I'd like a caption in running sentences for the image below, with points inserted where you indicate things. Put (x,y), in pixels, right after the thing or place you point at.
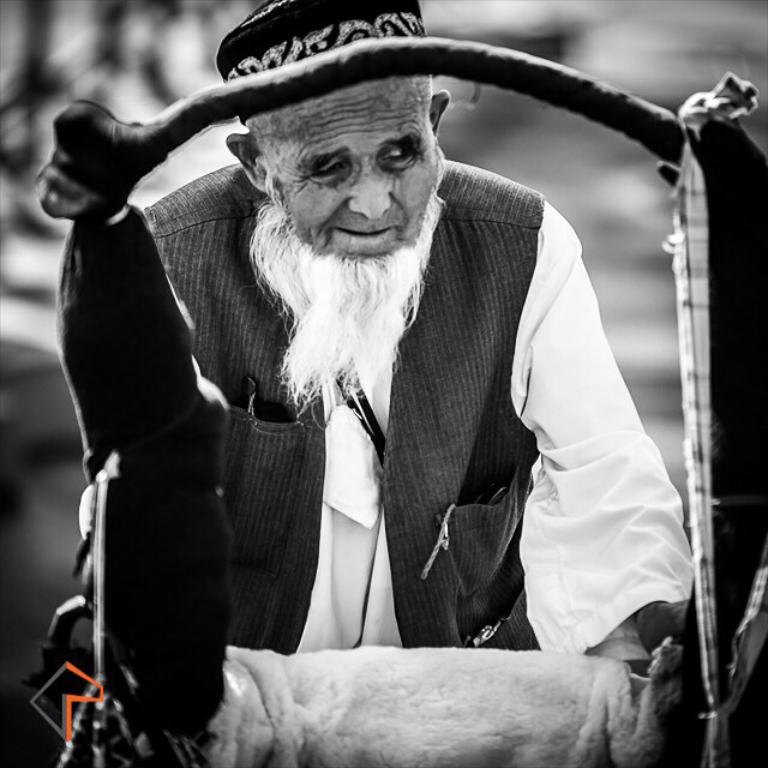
This is a black and white image and here we can see a person (477,297) wearing a cap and there is a stand (148,581) and a cloth (284,677) and a logo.
